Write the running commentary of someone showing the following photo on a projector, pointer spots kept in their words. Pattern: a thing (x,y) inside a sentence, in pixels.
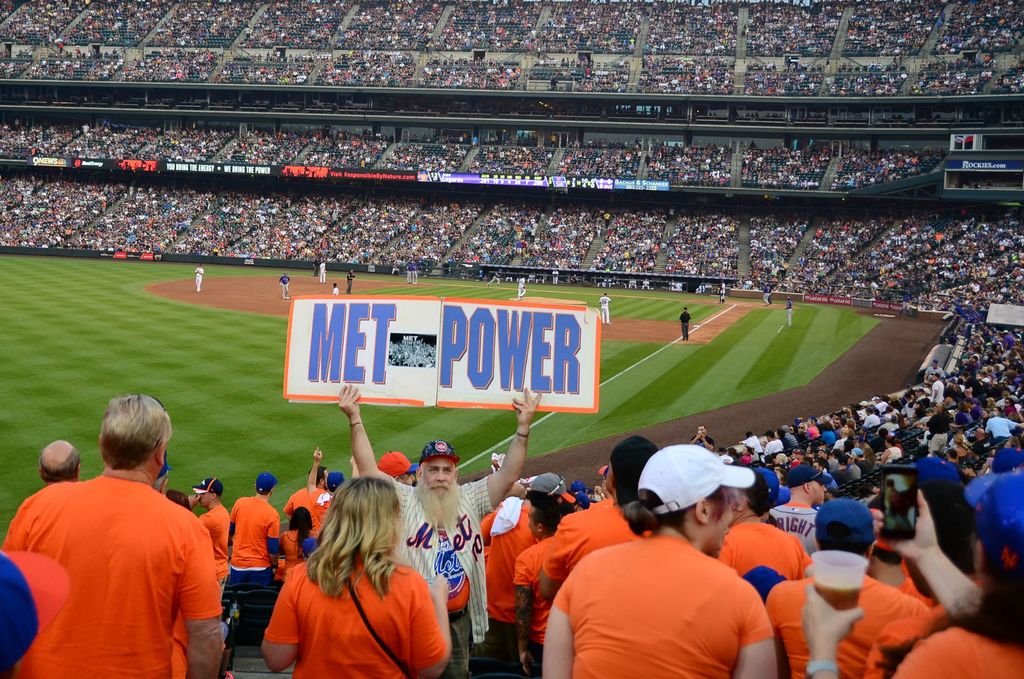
In the image we can see a stadium (408,208). We can see people (462,225) sitting and some of them are standing. They are wearing clothes (895,622) and some of them are wearing cap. Here we can see a poster (444,335) and text (444,347) on it. We can see a ground (133,346), on the ground (203,363) there are players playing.
